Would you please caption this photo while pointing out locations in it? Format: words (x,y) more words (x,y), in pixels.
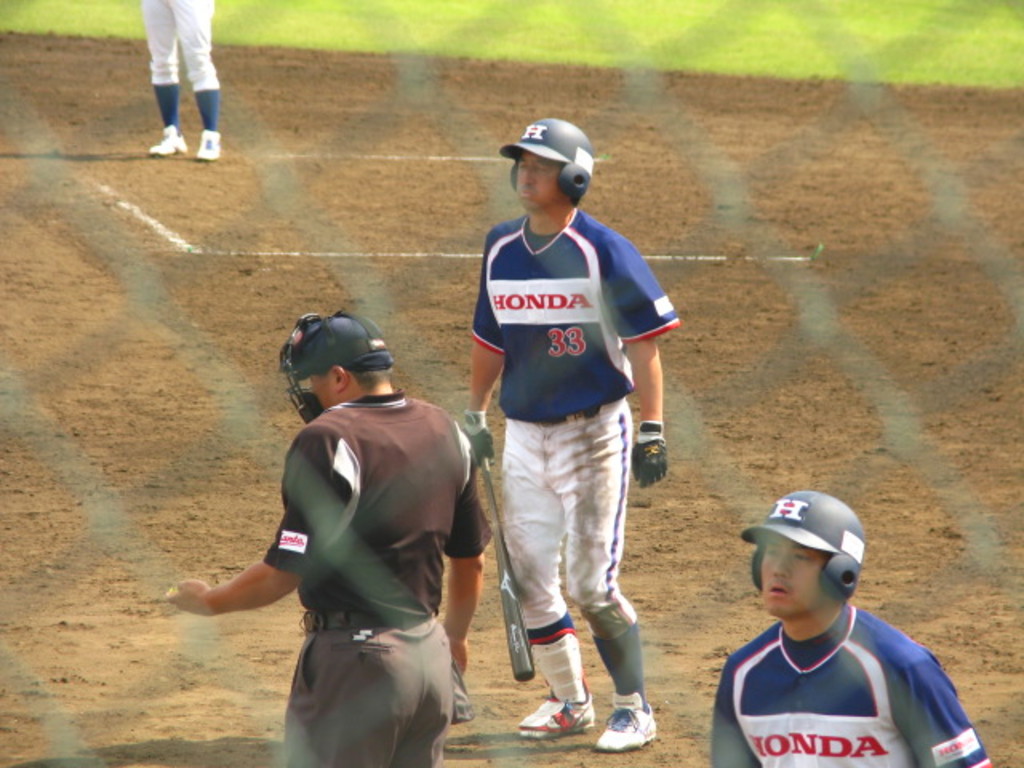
In this image we can see a net (526,536). In the background (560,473) we can see few persons (464,465) and a person (518,463) among them is holding a baseball bat (498,511) in the hand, grass (721,20) on the ground (145,261) and we can see a person's legs (215,153) on the ground (177,162).
